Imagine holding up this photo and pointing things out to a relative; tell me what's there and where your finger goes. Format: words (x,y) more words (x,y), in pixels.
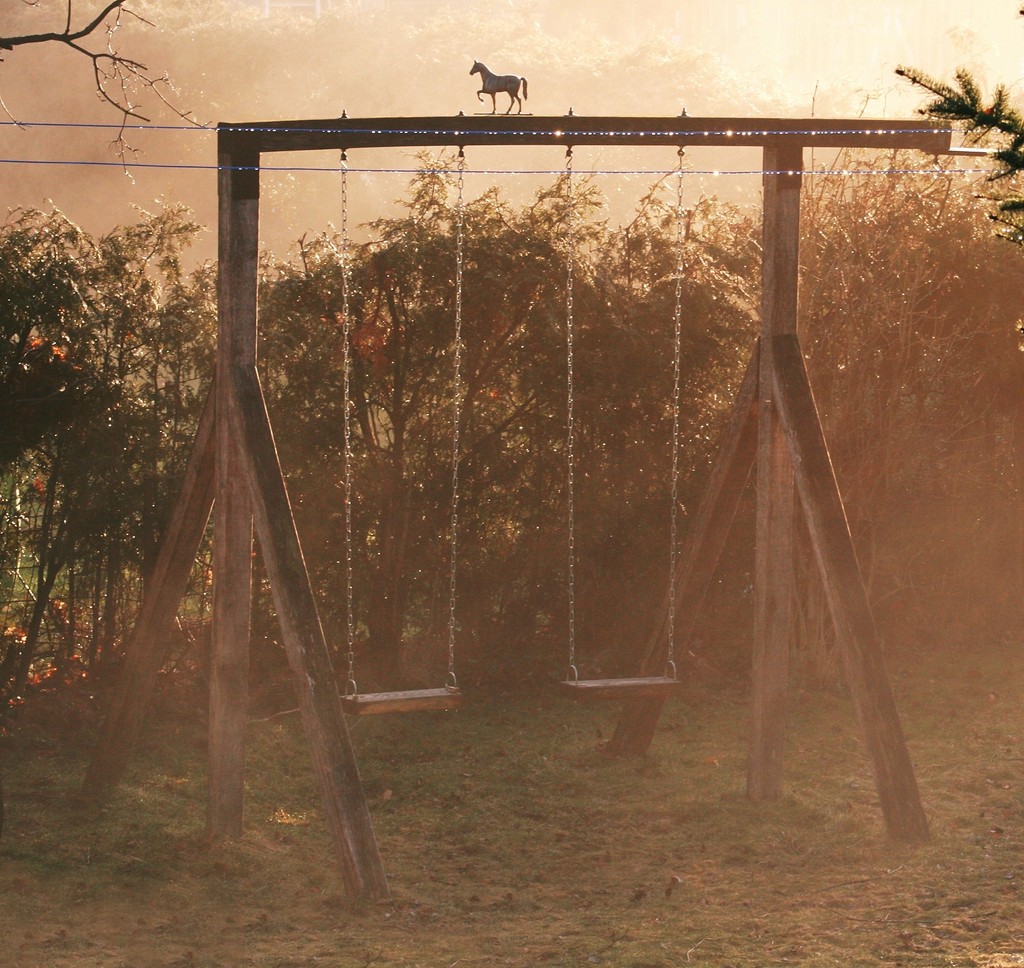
In this image we can see a doll horse (517,81) placed on the wooden swing (594,692) on the ground (432,793). In the background (864,227), we can see group of trees (748,260).
